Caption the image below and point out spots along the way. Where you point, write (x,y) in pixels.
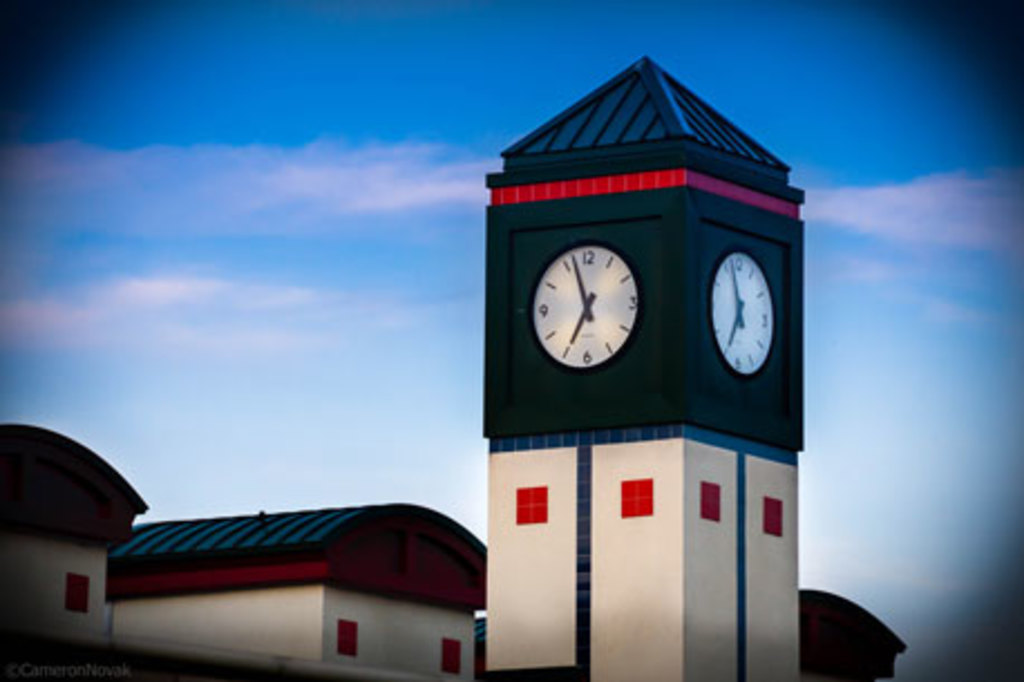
In this image we can see the houses (232,612) and a clock tower (668,282), in the background (318,223), we can see the sky (187,245) with clouds (316,184).
